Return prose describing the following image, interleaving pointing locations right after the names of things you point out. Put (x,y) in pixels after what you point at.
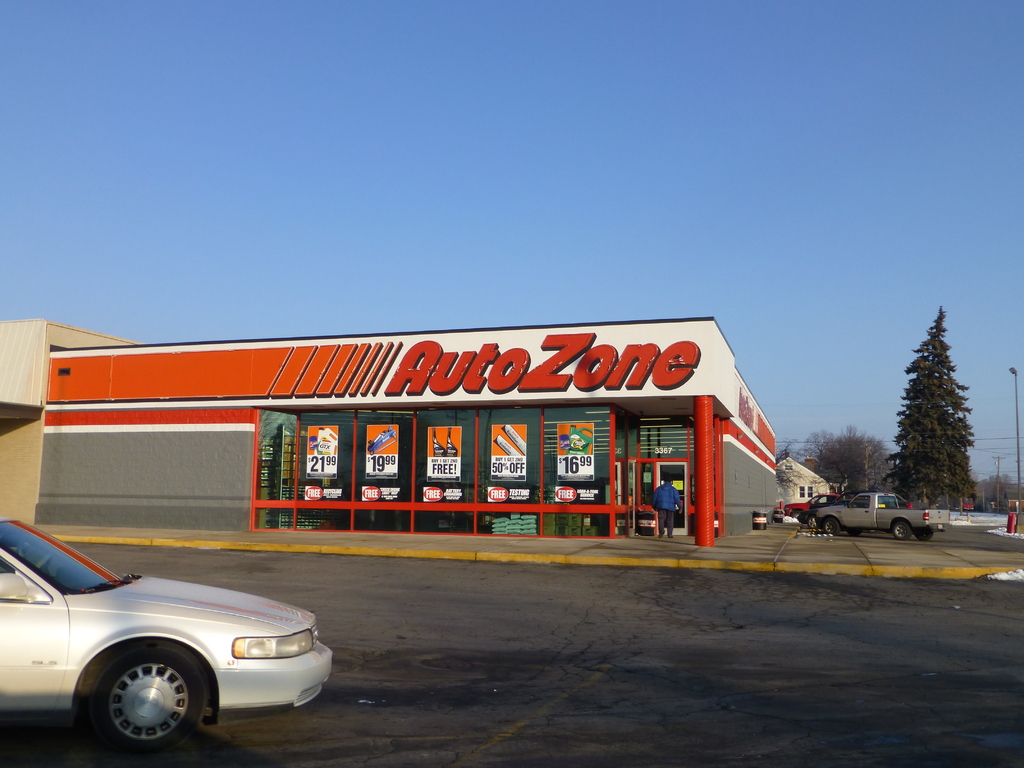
In this image there is a road (499,678) at the bottom (416,694). On the road (68,753) there is a car (61,670). In the background (329,526) there is a store (467,458). Beside the store (428,458) there are few vehicles (851,509) parked on the road (797,538). On the right side (929,459) there is a tree (963,477). At the top (518,118) there is the sky (502,111). There are posters (428,459) which are sticked to the store's wall (406,459).
